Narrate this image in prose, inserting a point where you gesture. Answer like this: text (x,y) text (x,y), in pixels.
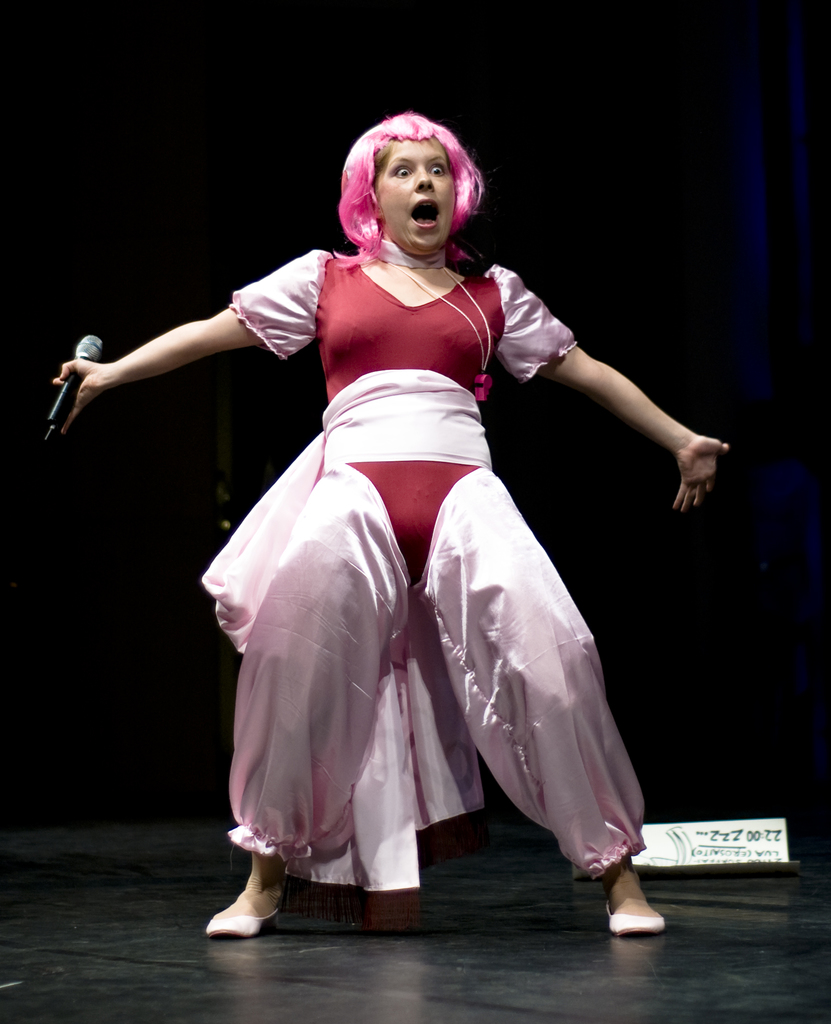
In this picture there is a woman (467,536) who is wearing red and pink color dress (404,318) and holding a mic (95,341). She is also wearing pink color hairs (360,191) and shoe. She is standing on the stage (372,1002). On the back (620,250) we can see a dark.
